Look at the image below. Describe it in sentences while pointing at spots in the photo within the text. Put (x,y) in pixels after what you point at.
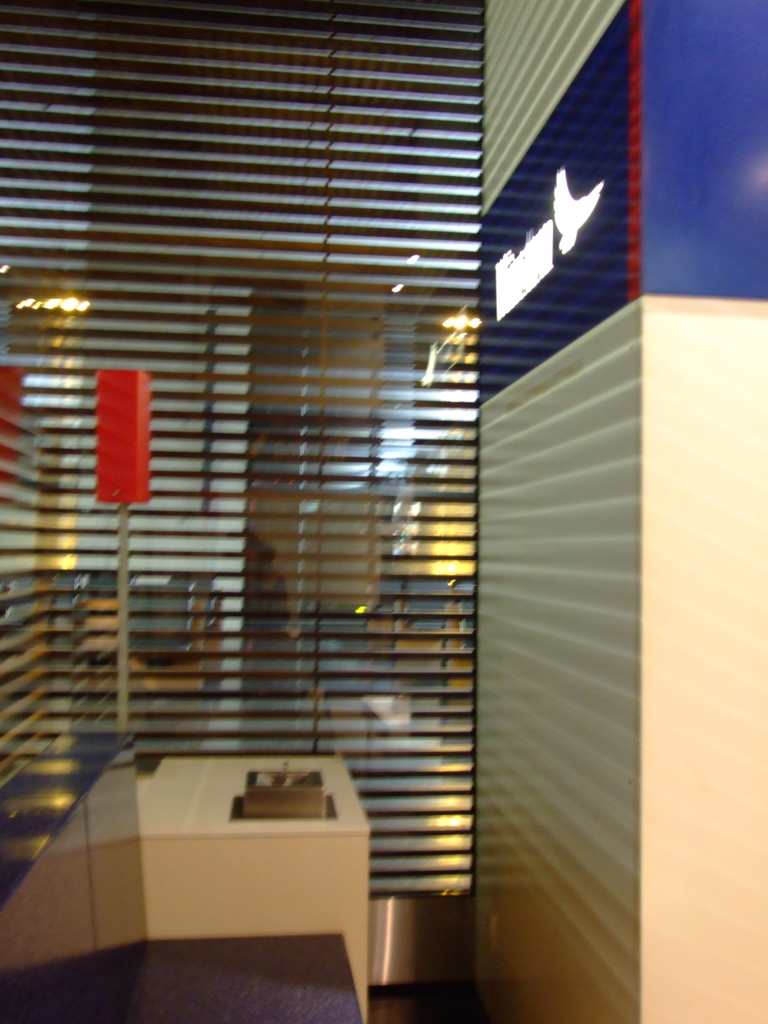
In this picture I see the wall (548,407) on the right side of this image (595,595) and I see cream color thing (168,836) in front (227,846) and I see a glass (188,405) through which I see a room (221,379) and I see the lights (54,304) on the top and I see the wall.
